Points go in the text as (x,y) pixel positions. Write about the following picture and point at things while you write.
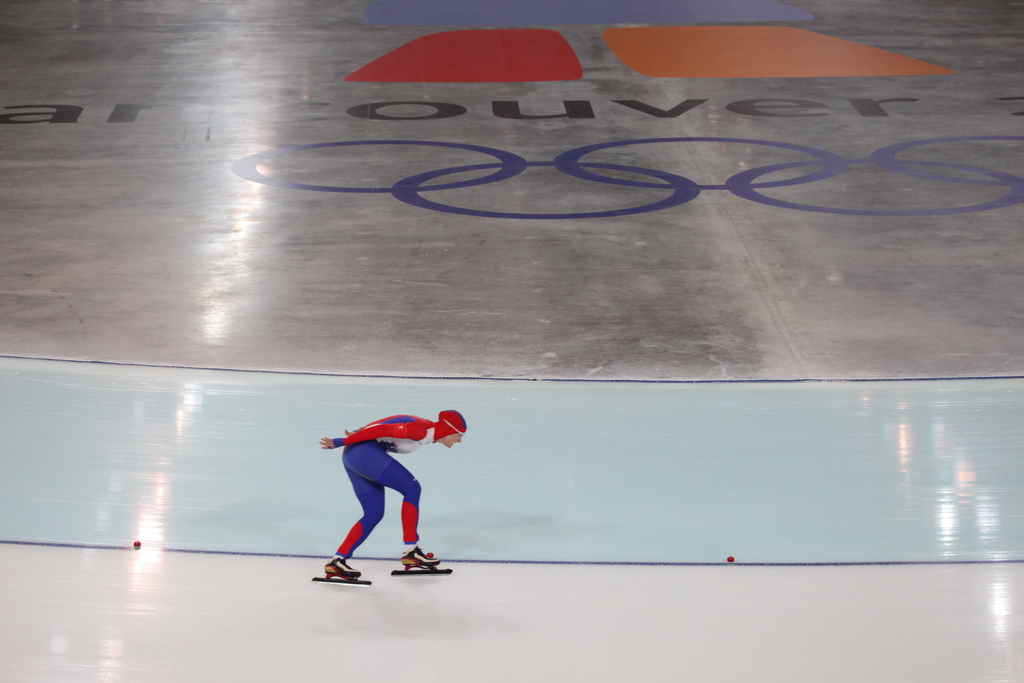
In the picture I can see a person (408,507) wearing red and blue color dress (413,527) is wearing skating shoes (415,572) and skating on the white color surface (689,665). Here I can see some text (896,99) on the grey color surface (432,255).
